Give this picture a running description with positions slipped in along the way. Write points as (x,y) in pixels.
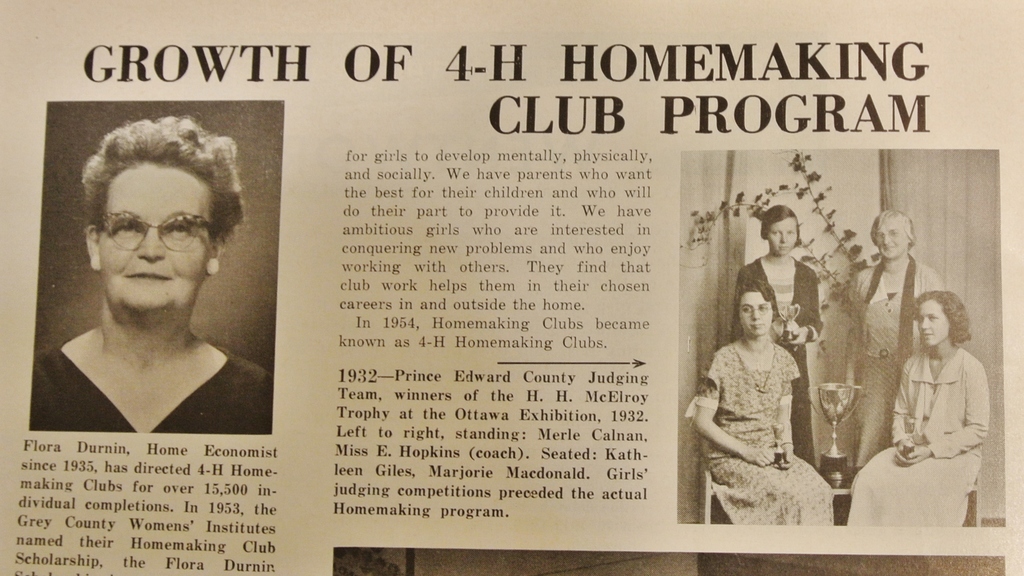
In the image there is a black and white picture (241,223) of a woman (188,319) on the left side (208,314) and a four women (861,338) on right side (822,226) with text (511,230) in the middle (398,319).
